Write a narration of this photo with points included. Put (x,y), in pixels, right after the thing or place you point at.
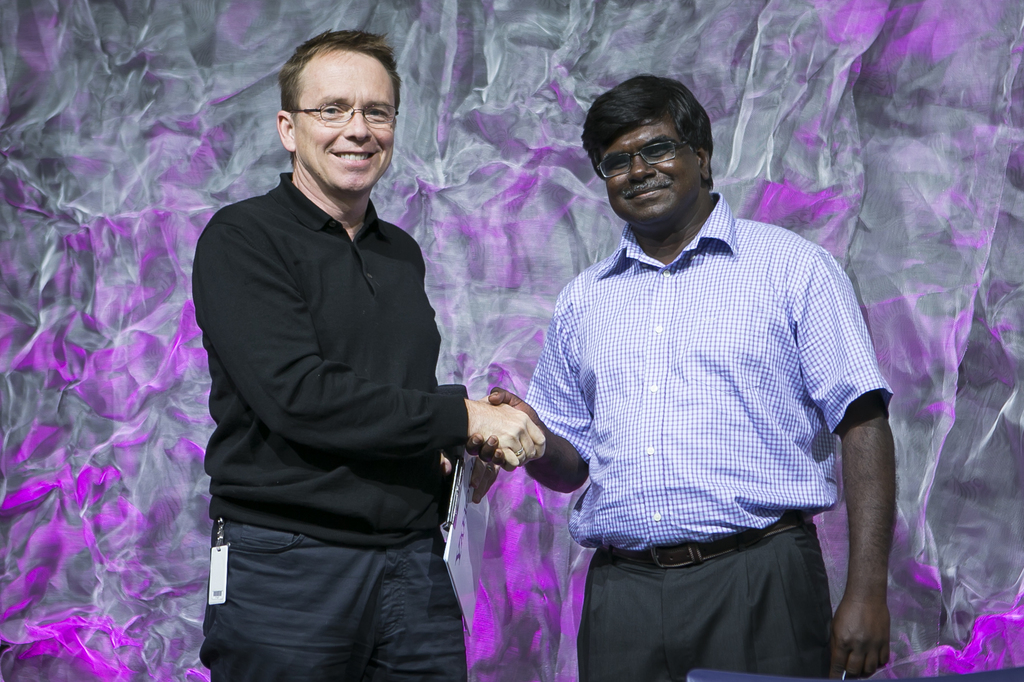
In this image I can see two people (676,401) standing and wearing different color dresses (665,482) and one person (439,572) is holding something. Back I can see a purple and ash color background (105,158).
